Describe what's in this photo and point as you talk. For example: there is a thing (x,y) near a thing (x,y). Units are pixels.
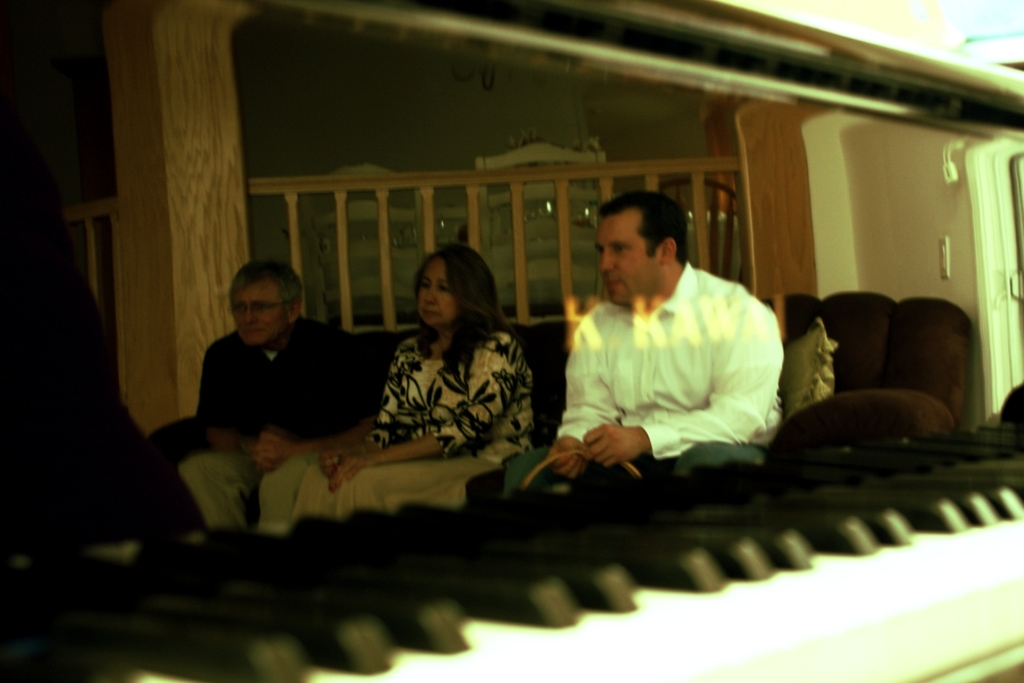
In this picture there is a woman (419,361) and two men (751,370) sitting on the sofa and looking on the left side (231,479). Behind there is a wooden panel wall (783,183) and in the front (757,663) bottom side we can see the black and white color piano buttons (843,591).
